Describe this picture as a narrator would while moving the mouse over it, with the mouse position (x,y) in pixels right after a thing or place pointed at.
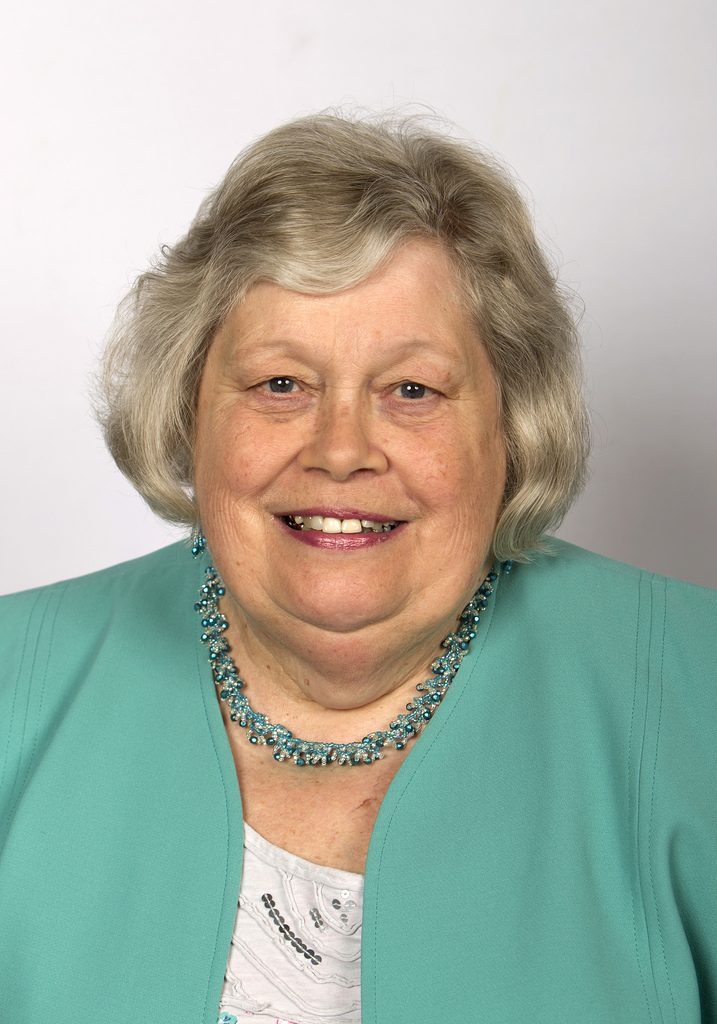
In this picture I can observe a woman (441,656) in the middle of the picture (413,472). She is smiling. The background (462,94) is in white color.
